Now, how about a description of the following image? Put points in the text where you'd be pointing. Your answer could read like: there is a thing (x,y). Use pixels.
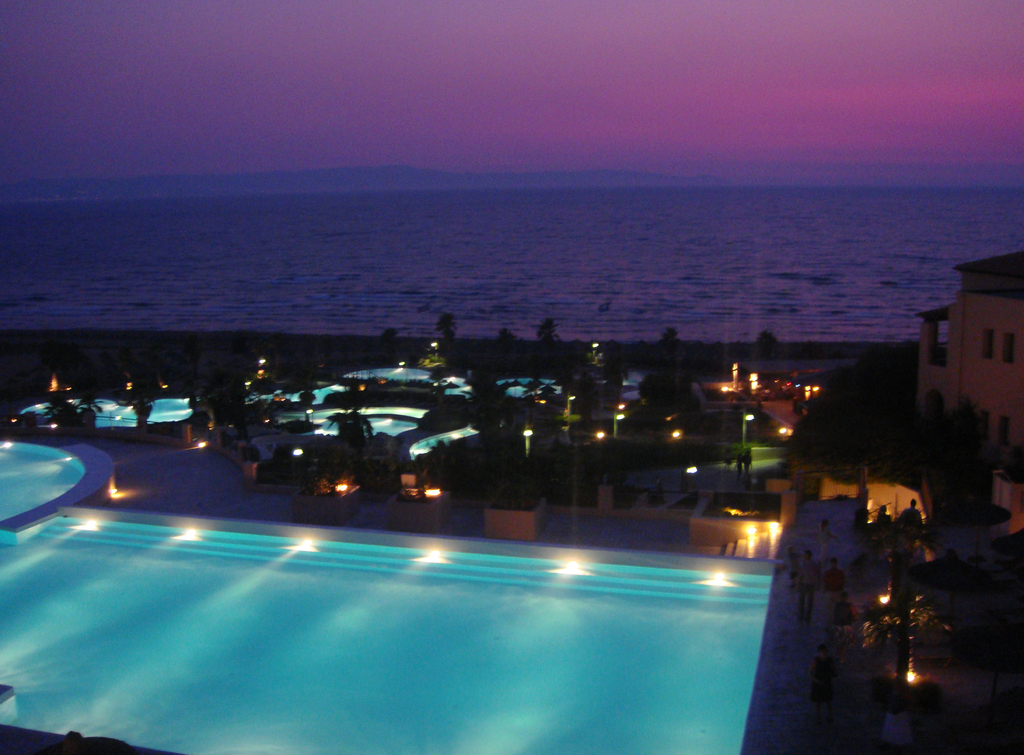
This is an image clicked in the dark. At the bottom (272,596) there is a swimming pool (224,714). Around this, I can see many people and lights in the dark. On the right side (997,414) there is a building (997,405) and also I can see the trees (535,364). In the background (537,273), I can see the water (468,227). At the top of the image (619,94) I can see the sky (538,94).
